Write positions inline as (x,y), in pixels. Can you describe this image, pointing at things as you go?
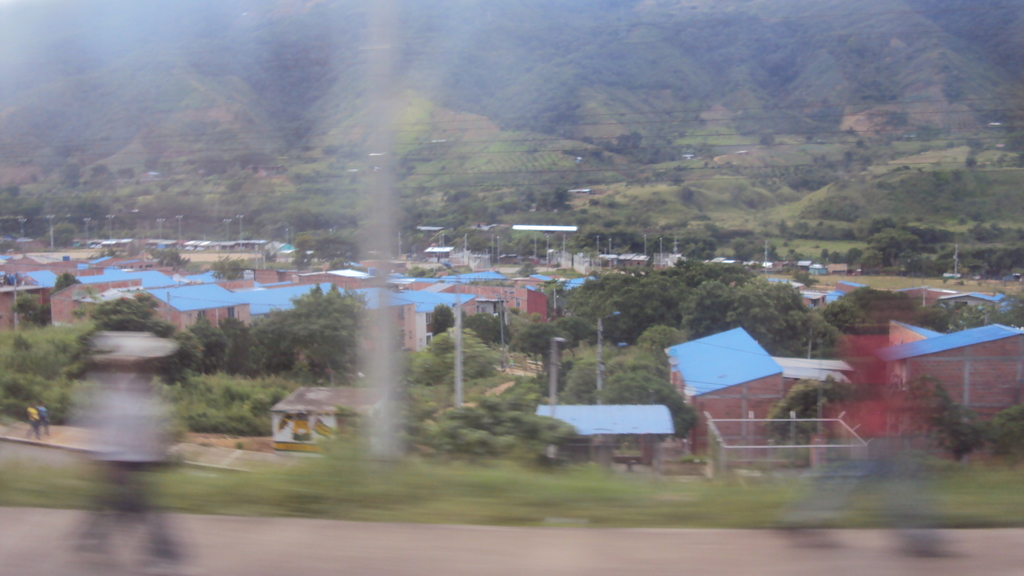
In this image we can see people's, houses (947,292), wires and trees (665,306). At the bottom of the image (131,398), we can see people (136,420) are walking on the road (376,549). At the top of the image (773,49), there are trees (447,59) on the mountains (447,59).
